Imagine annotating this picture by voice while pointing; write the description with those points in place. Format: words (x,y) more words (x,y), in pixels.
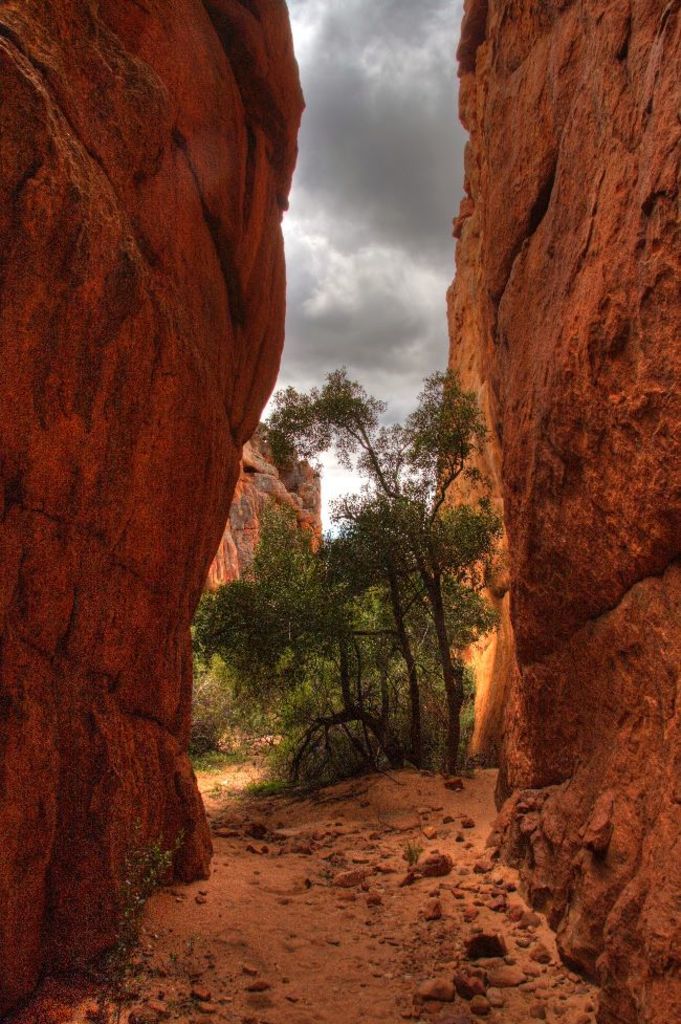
In the picture we can see two rock hills (595,476) and between the rock hills (590,523) we can see a surface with stones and plants (370,565) and behind it we can see some rock hills (308,494) and sky (405,322) with clouds (383,225).
